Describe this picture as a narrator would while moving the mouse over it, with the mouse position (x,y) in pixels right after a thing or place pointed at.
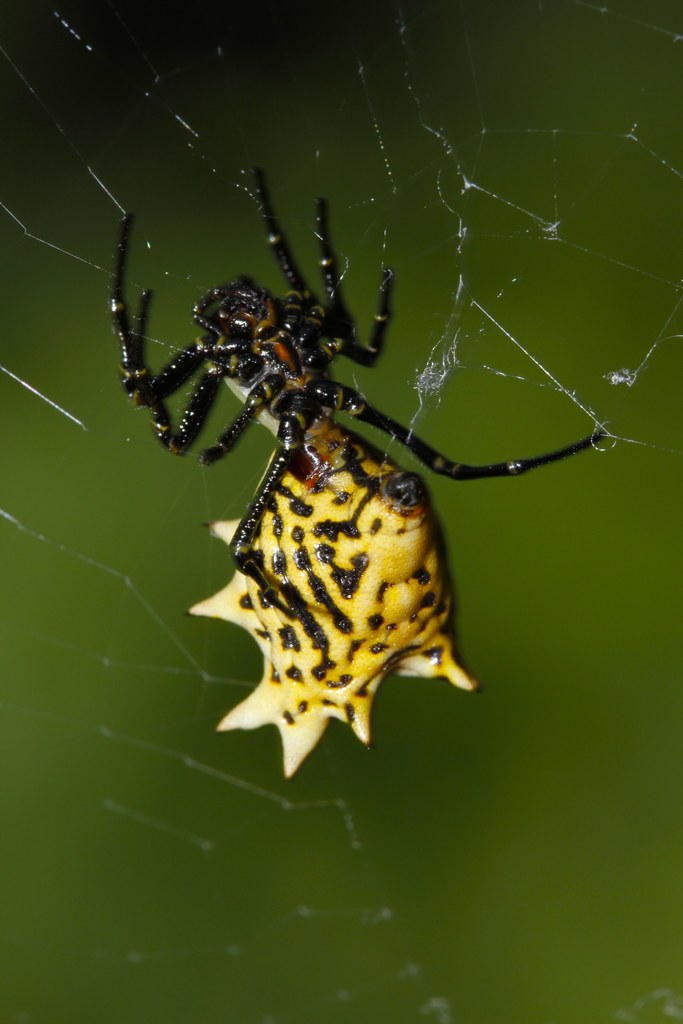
In this image in the center (300,345) there is one spider (284,500) and a net (234,497).
